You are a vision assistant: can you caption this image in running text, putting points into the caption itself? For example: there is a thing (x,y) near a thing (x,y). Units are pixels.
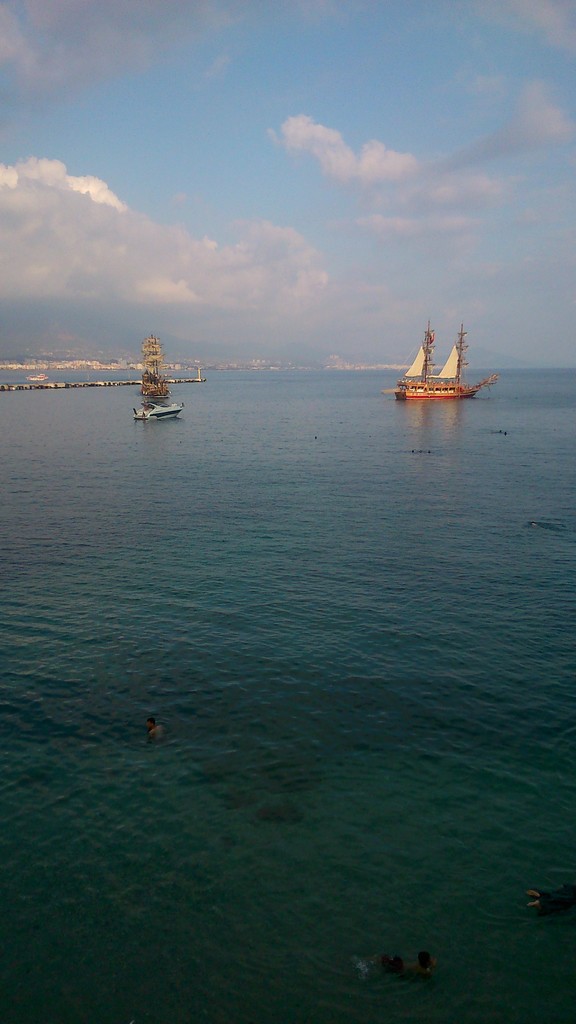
There is water surface (273,635) in the foreground area of the image (246,453), there are ships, it seems like buildings (72,367) and the sky (327,319) in the background (295,214).
